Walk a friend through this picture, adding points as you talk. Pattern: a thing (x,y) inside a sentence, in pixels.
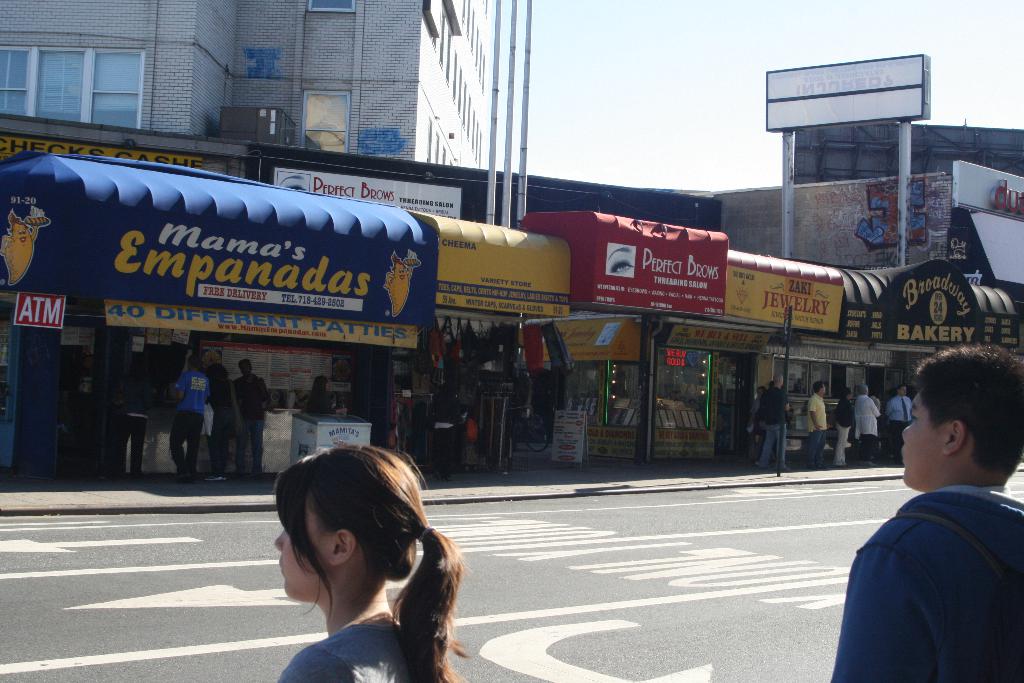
In front of the image there are two people (440,575) standing. In front of them there is a road (542,566), on the other side of the road (49,622) there are shops (417,267) with name boards (435,195) and banners (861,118) on it. In front of the shops (359,306) there are a few people (141,375) standing. In the shops (316,371) there are some objects (540,361), in front of the shops (472,383) there are sign boards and pedestrians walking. Behind the shops (425,268) there are buildings (391,156).
